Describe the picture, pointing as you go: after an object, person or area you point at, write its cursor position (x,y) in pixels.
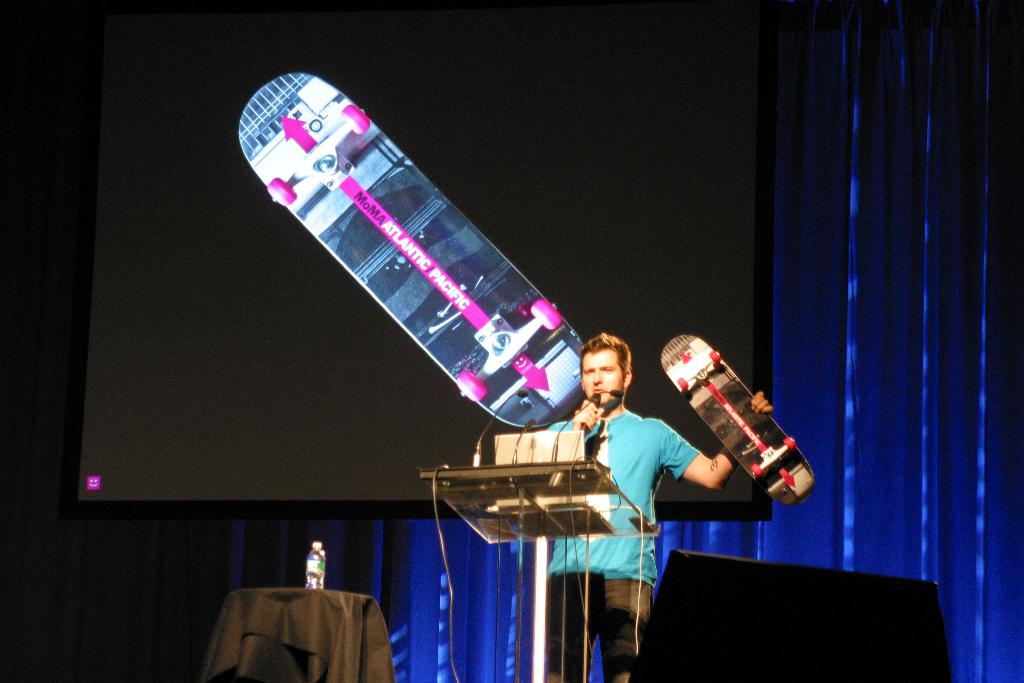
In this image we can see a person (642,429) standing and holding a microphone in his hand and a skateboard (743,448) in other hand (763,409). In the foreground (586,575) we can see a podium (567,477) with group of microphone (482,435) and a laptop (565,452). To the left side of the image (313,582) we can see a bottle (313,564) placed on a table (248,592). In the background (679,236) we can see the screen (474,276).
